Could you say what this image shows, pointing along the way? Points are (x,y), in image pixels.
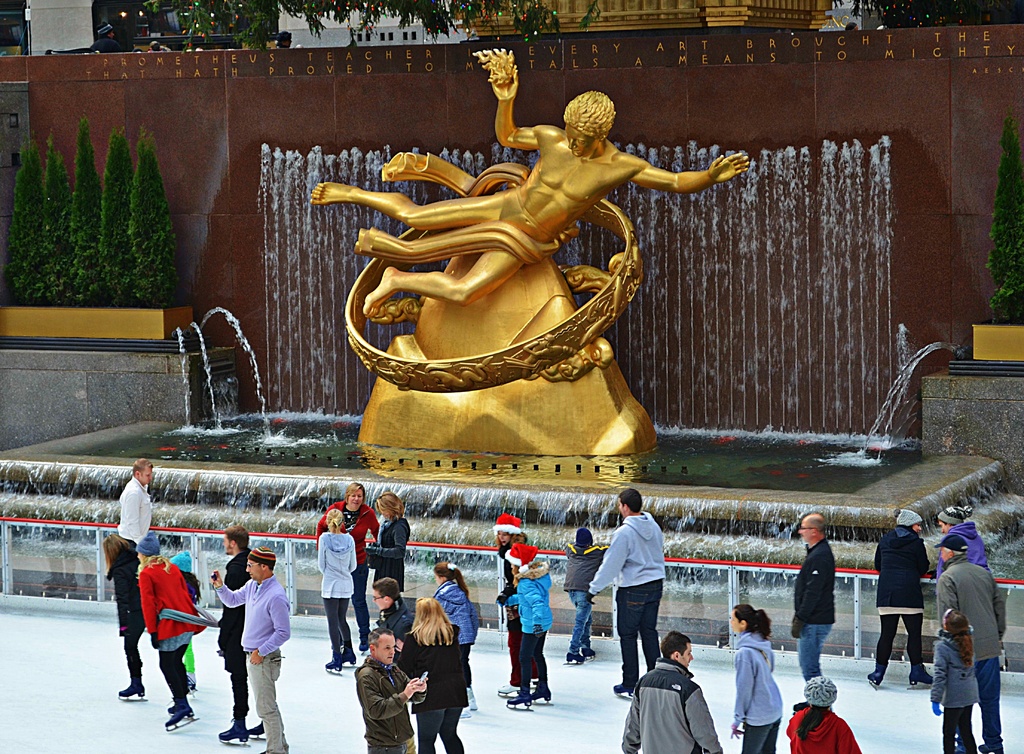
In this picture we can see golden color statue (521,311), beside the fountain (803,389) and water (821,467). At the bottom (986,629) we can see the group of persons (430,702) standing on the snow (575,688). At the top (466,29) we can see the trees (258,38), buildings (736,15) and lights (466,29). On the left (106,263) we can see trees (88,206) near to the wall (194,179).
